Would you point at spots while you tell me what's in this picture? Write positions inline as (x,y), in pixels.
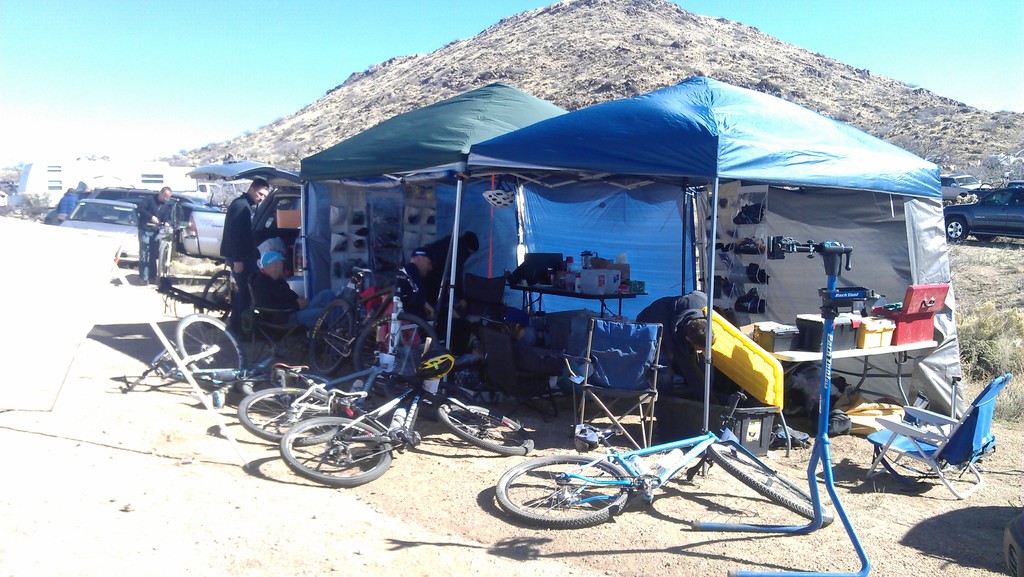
In the image there are tents (561,169). Under the tents (652,247) there are tables (599,294). On the tables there are few boxes (589,284) and also there are chairs (932,415) and some other things (802,384) under the tents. And there are bicycles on the ground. There are few people (241,238) in the image. Behind tents (386,281) there are vehicles (182,200) and also there is a hill (857,89). At the top of the image (750,23) there is sky (120,153).
